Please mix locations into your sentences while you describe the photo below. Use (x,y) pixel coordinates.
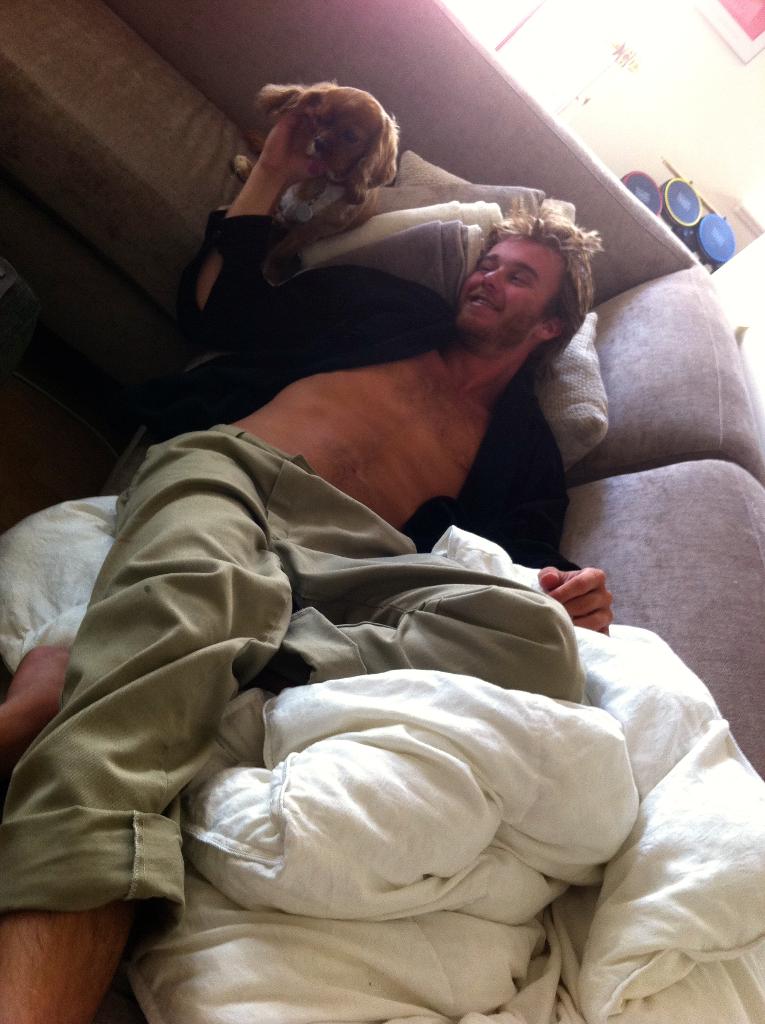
In this picture there is a man (517,638) lying on the sofa (381,98), he is holding a dog (315,229) in one hand (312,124). He is wearing a black shirt (311,341) and green trousers (266,485). Towards the right bottom (545,833) there is a white blanket (649,855). Towards the top right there are drums (661,216).
